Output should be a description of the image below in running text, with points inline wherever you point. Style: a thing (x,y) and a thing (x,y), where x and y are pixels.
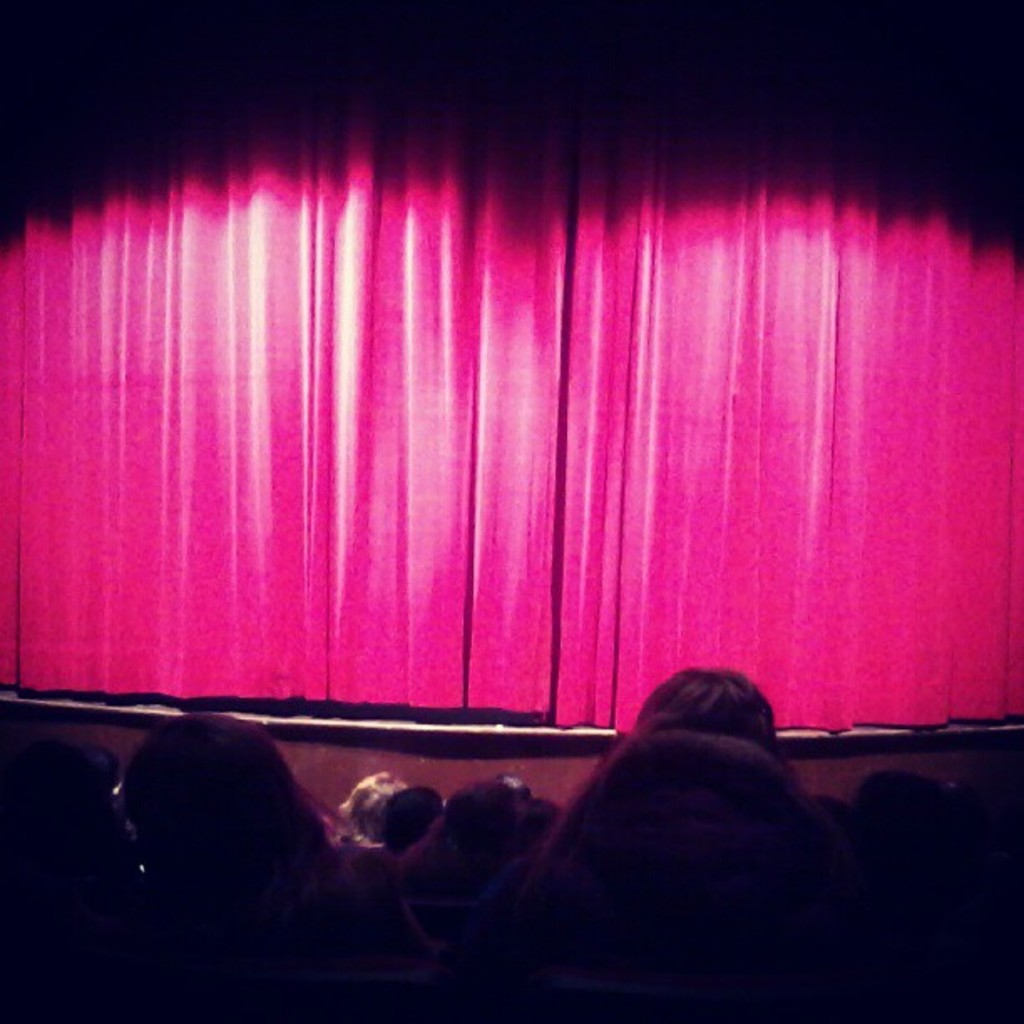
In this picture I can see group of people (429,808), it looks like a stage (511,711), and there are curtains (633,450).
